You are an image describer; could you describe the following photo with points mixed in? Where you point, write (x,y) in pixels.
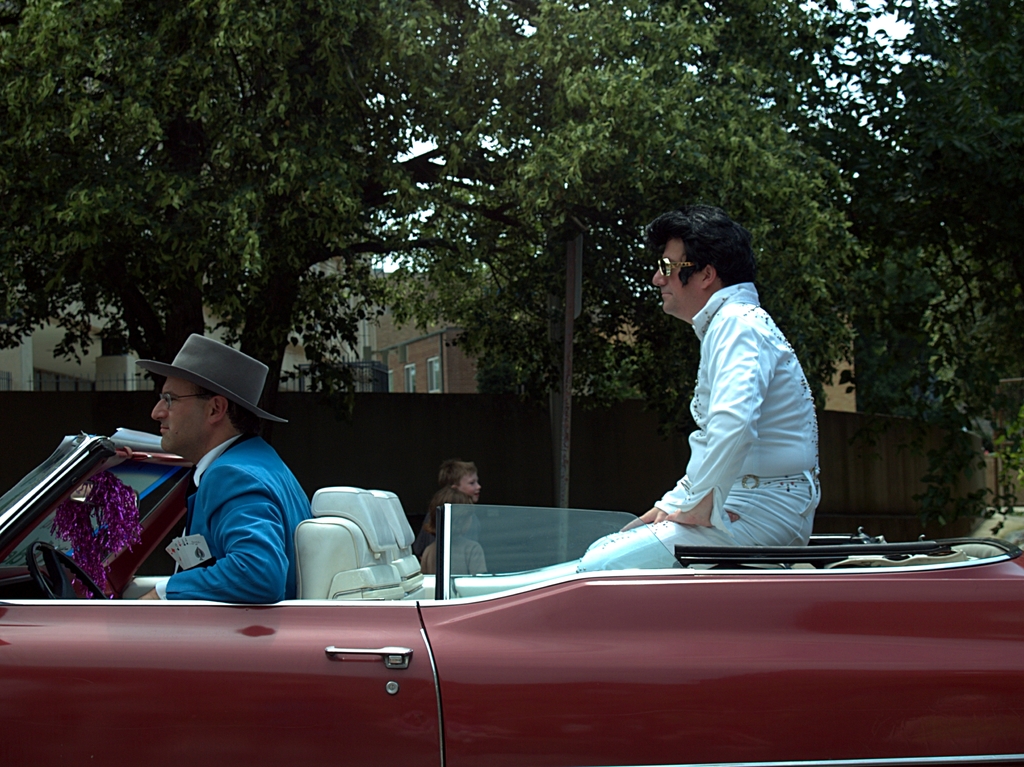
In this image there are two person (710,340) sitting in a car (351,608), person (234,552) in the left side (234,511) wearing a blue colour suit (249,491) and a hat (224,367) is on the steering (96,592) and a person (766,425) at the right side (766,425) is wearing a white colour shirt (731,427). In the background (454,464) there are two children (462,490) a wall (412,419), building (417,369) with a red colour bricks (421,362) and some trees (482,125).
